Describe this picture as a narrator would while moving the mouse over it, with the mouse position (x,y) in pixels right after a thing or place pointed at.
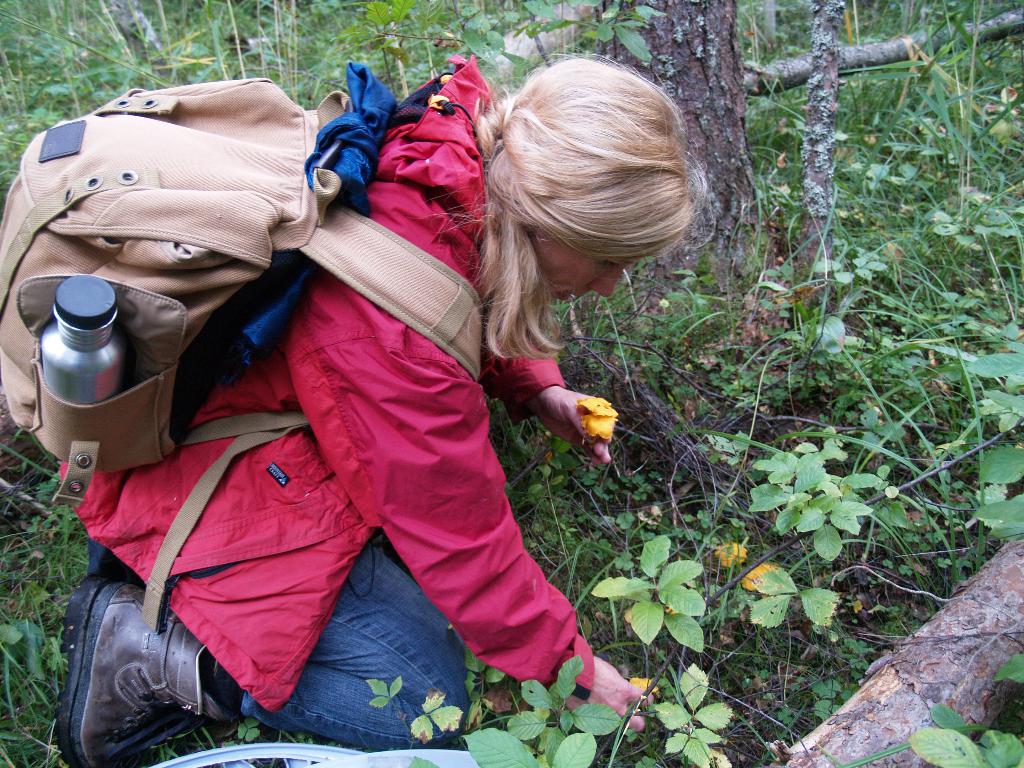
In this picture, we see a woman (430,401) is wearing the red jacket (388,381) and a brown backpack (225,204). She is plucking the yellow mushrooms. At the bottom (699,559), we see the plants (705,543) or trees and mushrooms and these mushrooms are in yellow color. In the right bottom (878,670), we see a wooden stick (936,673). There are trees (814,92) in the background (618,55).
